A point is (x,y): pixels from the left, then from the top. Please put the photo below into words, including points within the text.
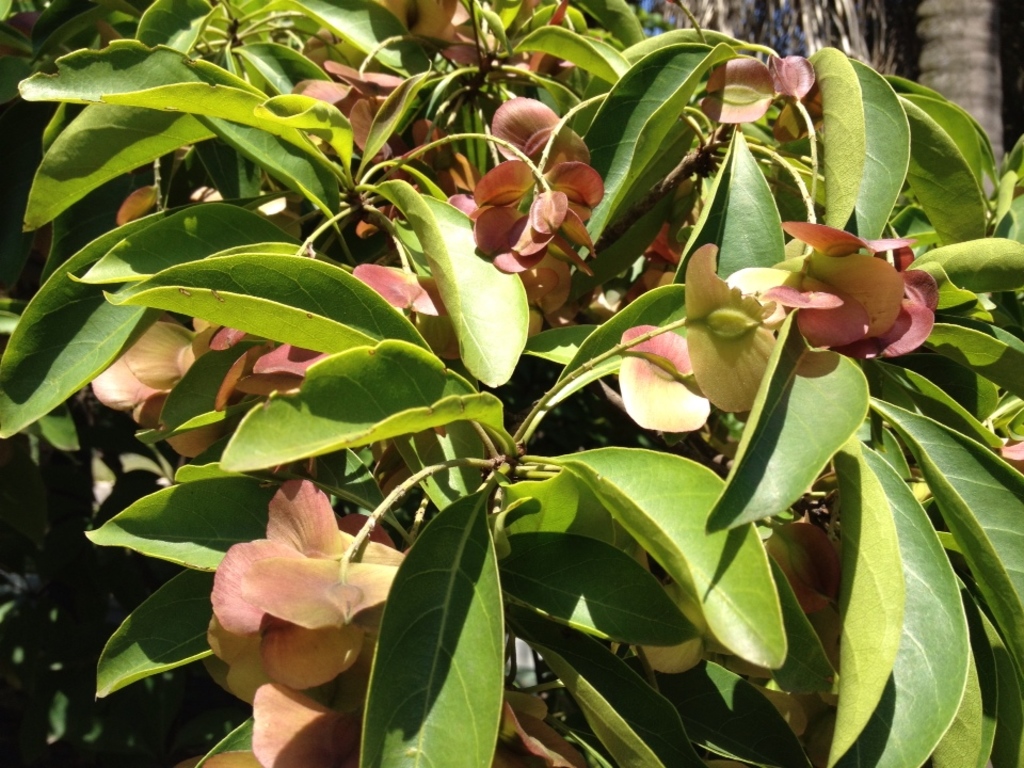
In the image in the center (381,416) we can see plants (470,448), which are in red and green colors.
